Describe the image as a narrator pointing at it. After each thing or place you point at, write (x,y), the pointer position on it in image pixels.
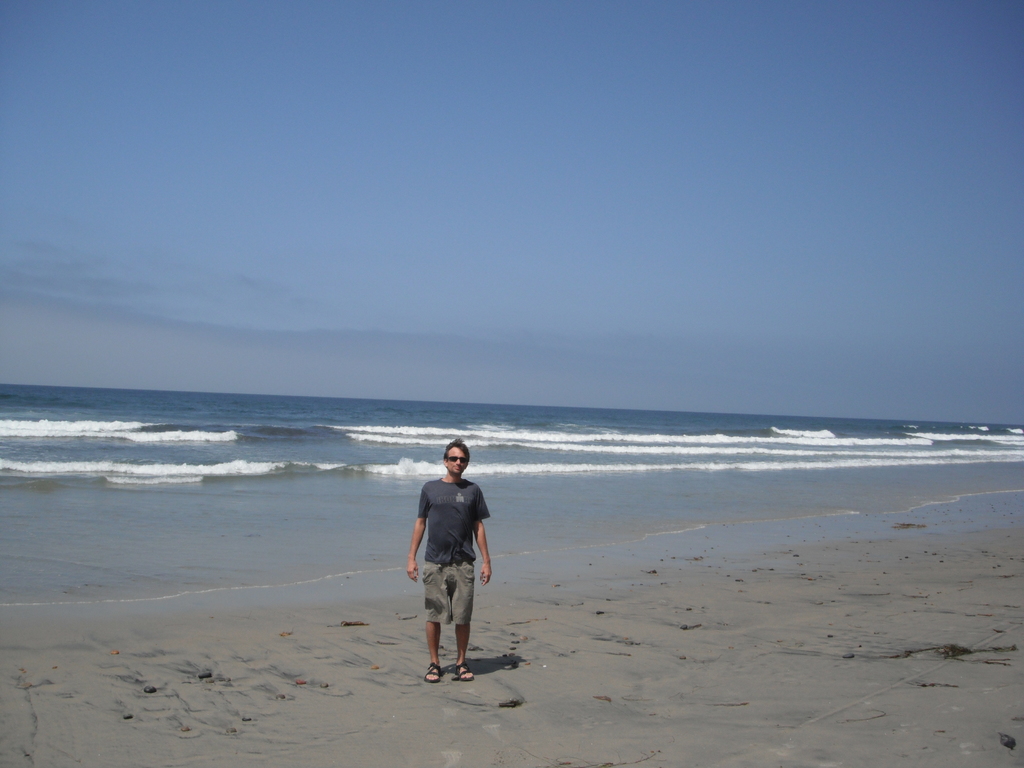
In the picture we can see a beach (405,650) and the person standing over here, at the top (373,111) we can see sky (393,261).
